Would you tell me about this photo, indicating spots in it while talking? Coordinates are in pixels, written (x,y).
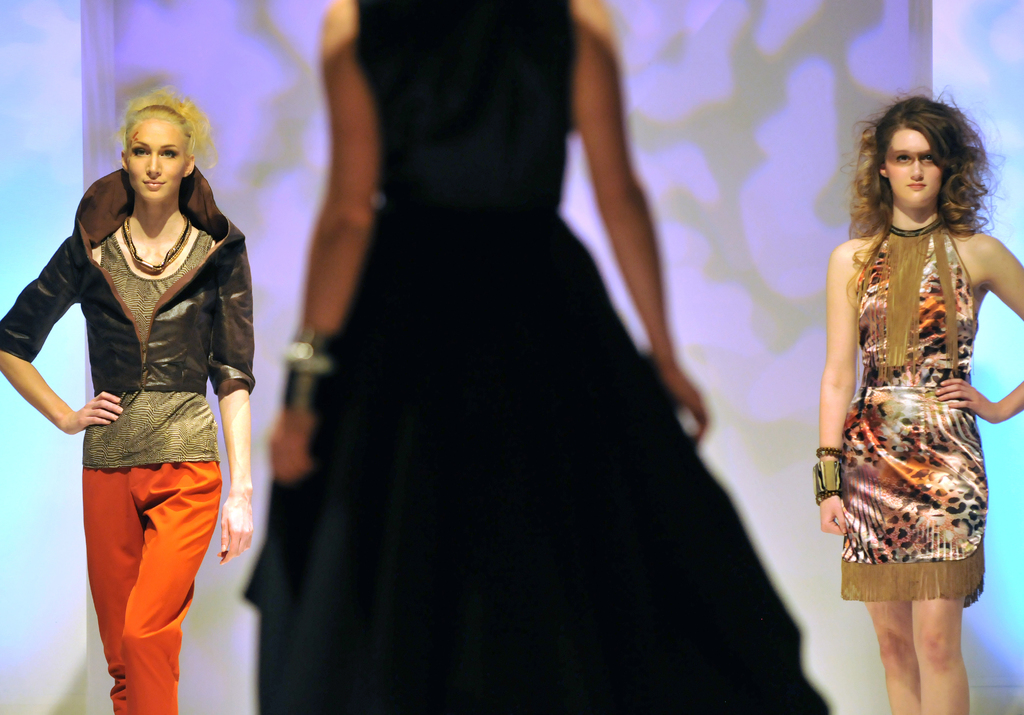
In this image we can see three women (150,188) standing on the floor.
